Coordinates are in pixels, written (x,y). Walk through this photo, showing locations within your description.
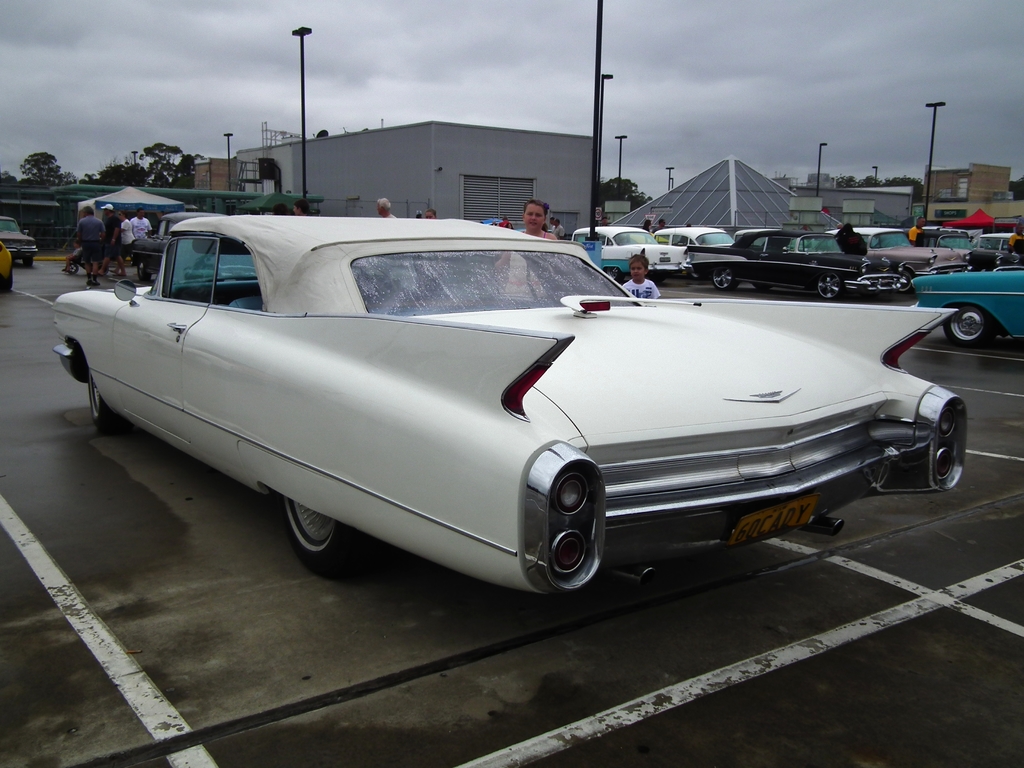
In the image we can see some vehicles (901,240) and few people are standing and walking. At the top of the image (990,178) there are some tents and buildings (492,154) and poles (597,143) and trees (131,170) and clouds (311,107) and sky (668,107).
